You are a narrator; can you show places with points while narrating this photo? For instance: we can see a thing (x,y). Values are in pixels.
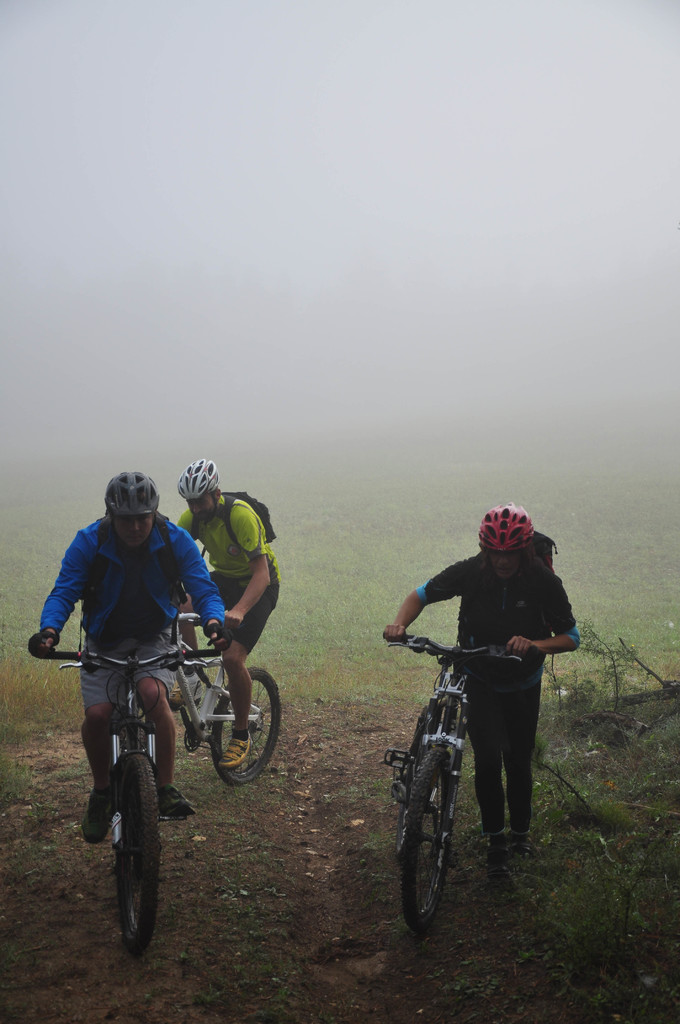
In this image there are two people (153,677) riding bicycle (118,868) on the path (214,930), beside them there is another person (514,692) walking along with the bicycle (411,915), there are few wooden sticks (649,668) and plants (578,686) on the surface (490,495) of the grass (547,495). In the background (336,292) there is fog (399,360) in the air (359,344).
